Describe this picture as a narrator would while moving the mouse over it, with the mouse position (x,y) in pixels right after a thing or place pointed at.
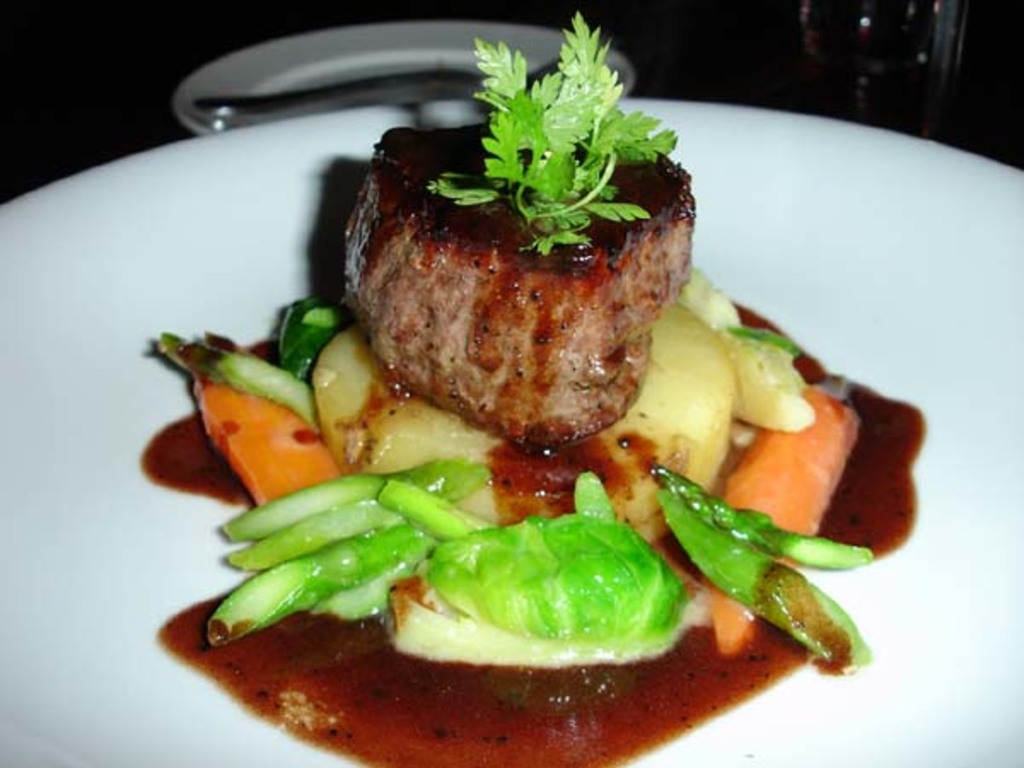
In this image there is a plate (716,112), in that plate (297,187) there is food item (461,499).
